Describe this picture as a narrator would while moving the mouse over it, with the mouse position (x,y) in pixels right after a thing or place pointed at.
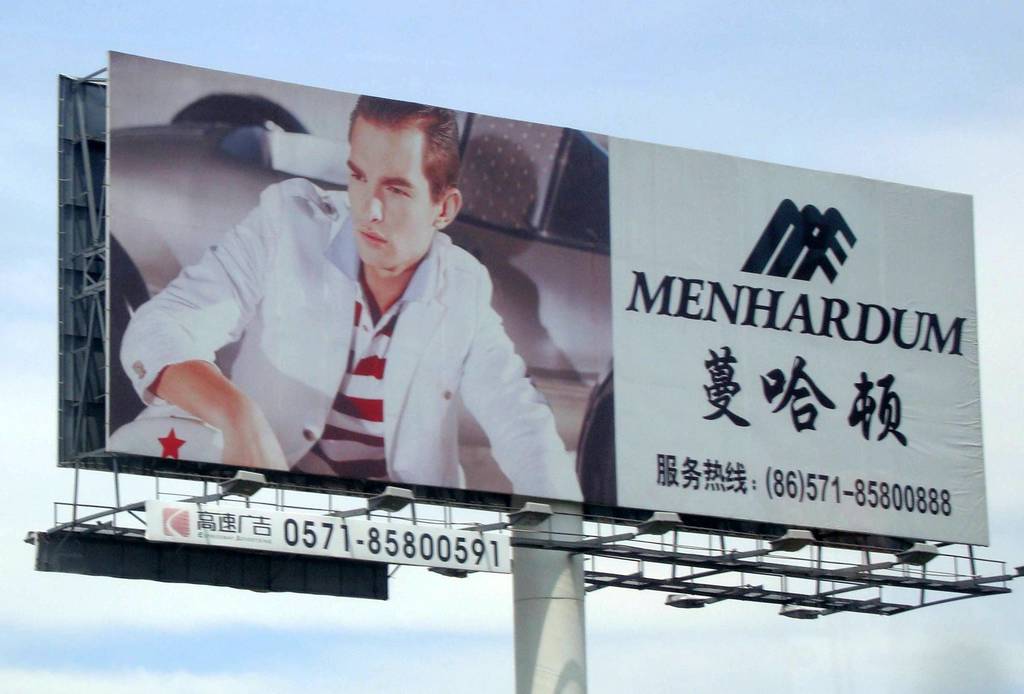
In this picture I can observe an advertising flex (536,379) in the middle of the picture (473,425). In the background (629,65) there is sky (649,52).
